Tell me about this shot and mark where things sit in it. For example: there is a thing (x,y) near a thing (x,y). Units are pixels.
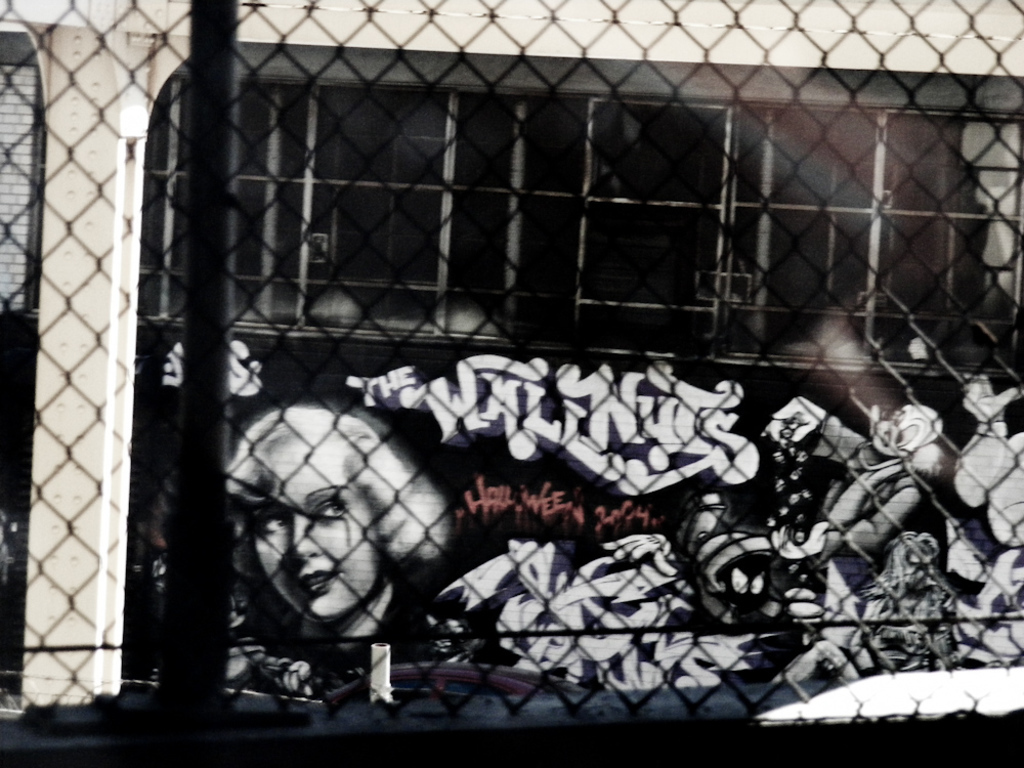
In the center of the image (625,278) there is a mesh (411,204). Through the mesh (359,323), we can see one building (269,254) and some objects (376,667). On the building (643,528), we can see the painting (483,515), in which we can see a person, cartoon characters (773,509) and some text (642,515).
